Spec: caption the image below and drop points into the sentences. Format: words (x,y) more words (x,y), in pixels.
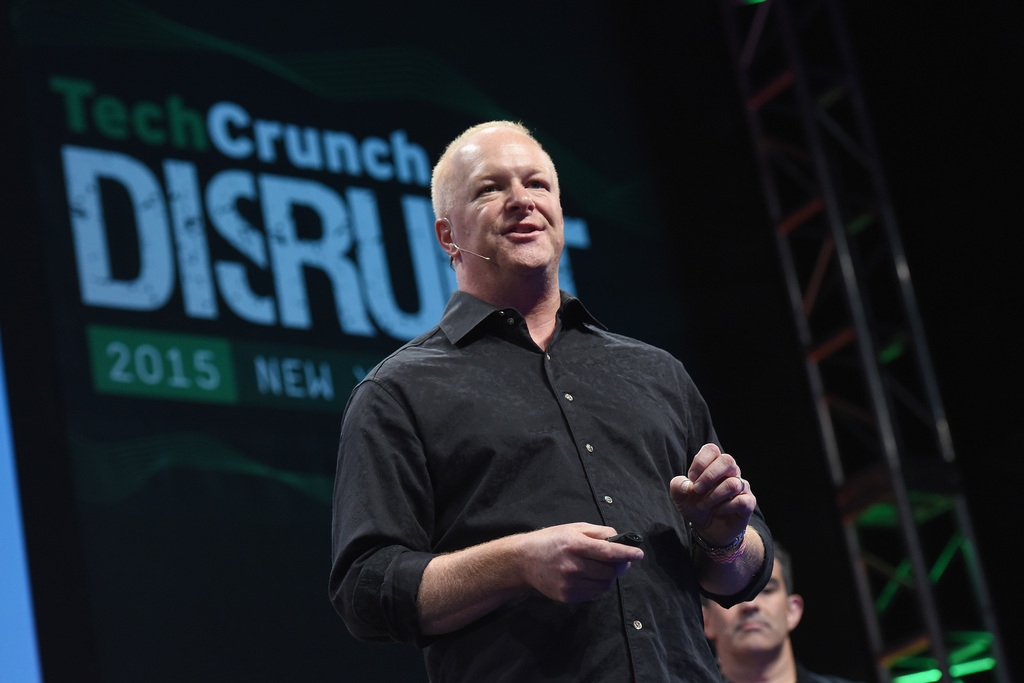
This person (434,344) is highlighted in this picture. He wore black shirt (632,432) and mic (454,246). Far there is a banner (95,233). Backside of this man (695,558) another person (752,642) is standing.
